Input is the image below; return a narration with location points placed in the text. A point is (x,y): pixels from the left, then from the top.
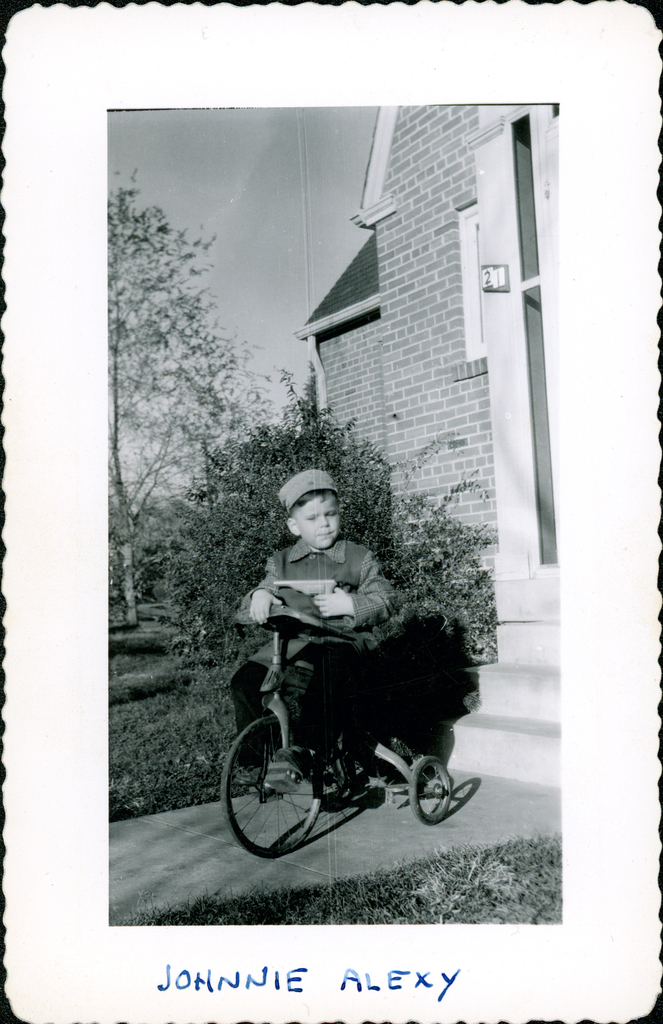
In this image there is a photo of a person (349,678) sitting on a bicycle (430,760), behind him there is a house (523,578), trees (198,468), plants (174,575) and grass (132,750). At the bottom of the image (231,987) there some text (397,985).
